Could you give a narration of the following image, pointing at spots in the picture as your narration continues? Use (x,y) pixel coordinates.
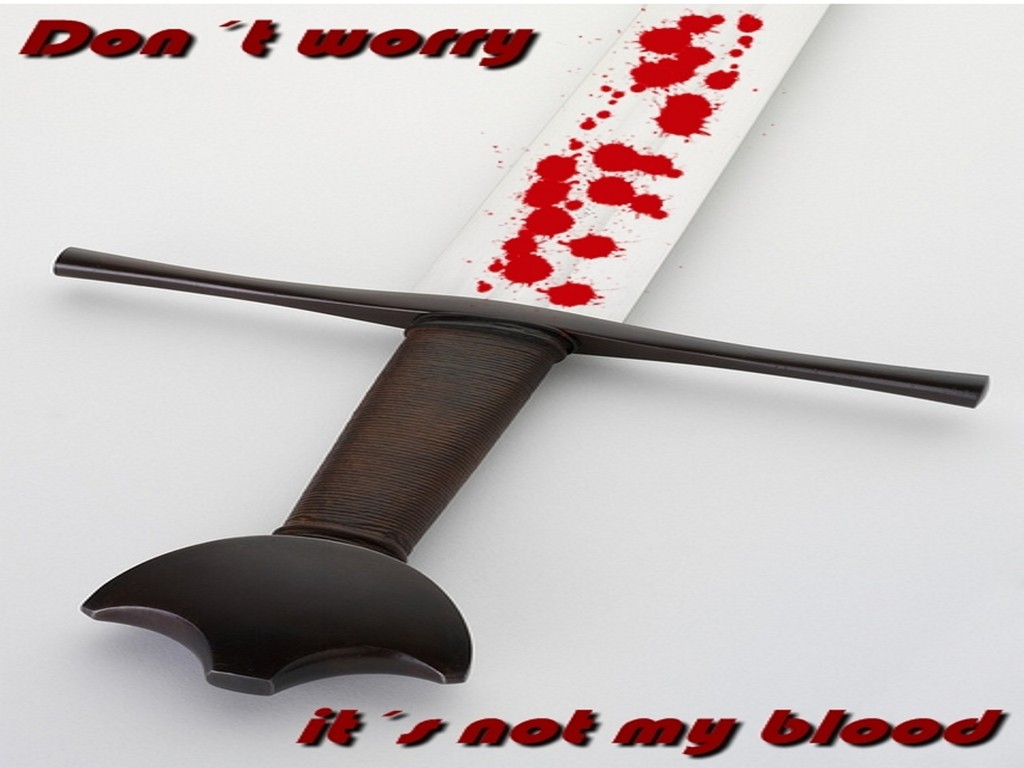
This is an edited image, in this image there is a sword (462,309) in the top left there is text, in the bottom right (991,720) there is text (544,744).
